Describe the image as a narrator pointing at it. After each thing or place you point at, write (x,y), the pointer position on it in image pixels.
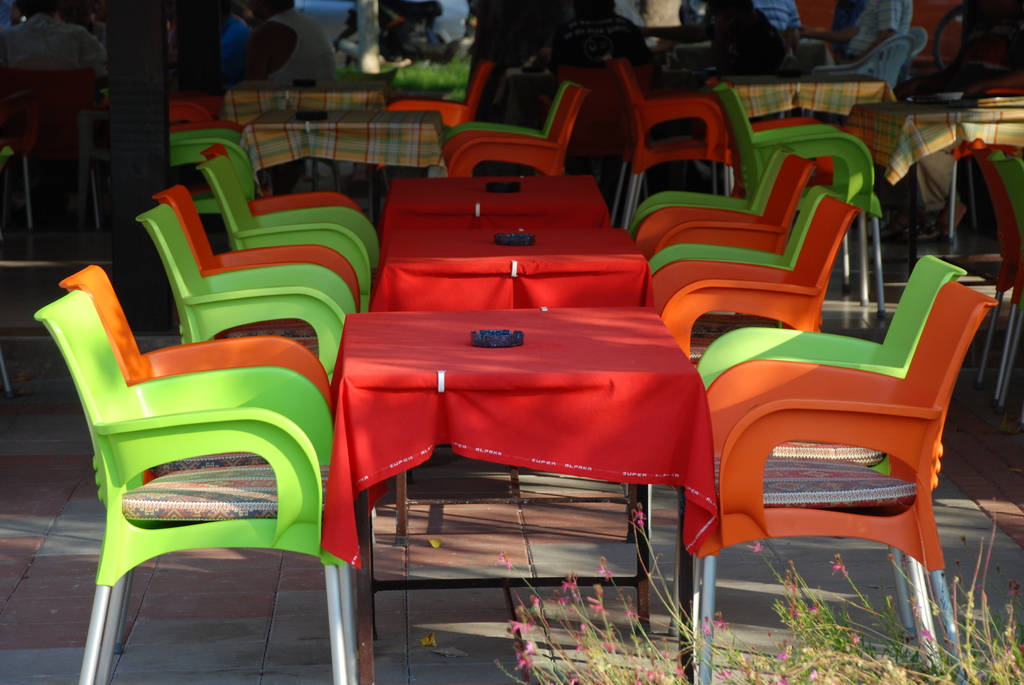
In this image I can see the tables (469,434) and the colorful chairs (164,437). The tables (642,385) are covered with red color cloth (532,420). In the back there are group of people (64,51) sitting on the chairs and these people (716,47) are wearing the different color dresses (1004,20). To the right (740,656) there are some pink color flowers (522,652) to the plants (813,663).
